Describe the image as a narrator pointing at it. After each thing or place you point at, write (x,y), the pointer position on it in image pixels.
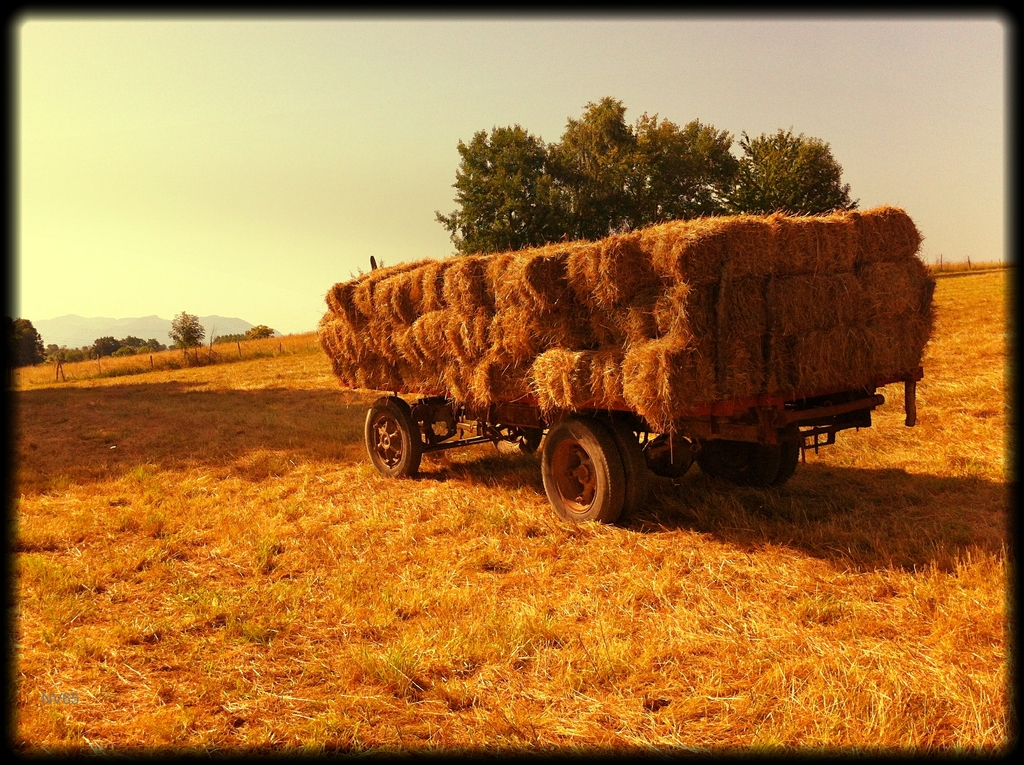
In this picture we can see the vehicle (559,464) filled with hay bales (561,304), around we can see dry grass (573,552) and some trees (568,186).
